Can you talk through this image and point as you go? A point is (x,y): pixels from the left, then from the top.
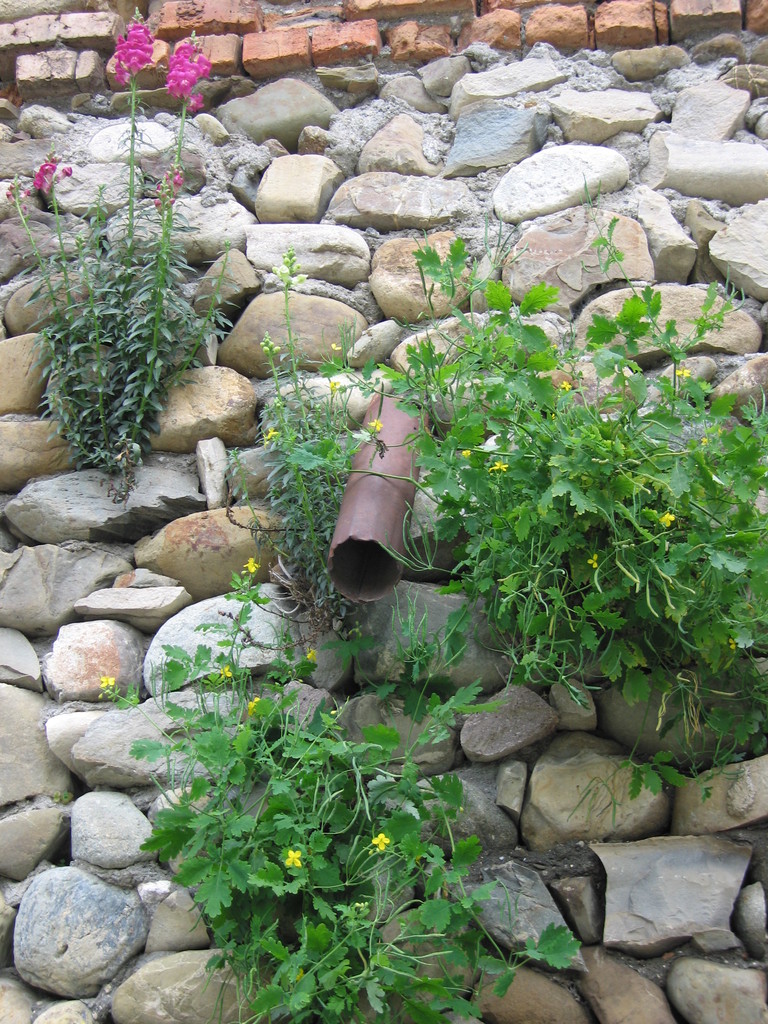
In this image we can see rock wall (493,747). There are few plants (639,534) in the image. There are many flowers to the plants (504,460). There are few bricks (278,39) at the top of the image (251,55). There is a pipe (347,531) in the image.
